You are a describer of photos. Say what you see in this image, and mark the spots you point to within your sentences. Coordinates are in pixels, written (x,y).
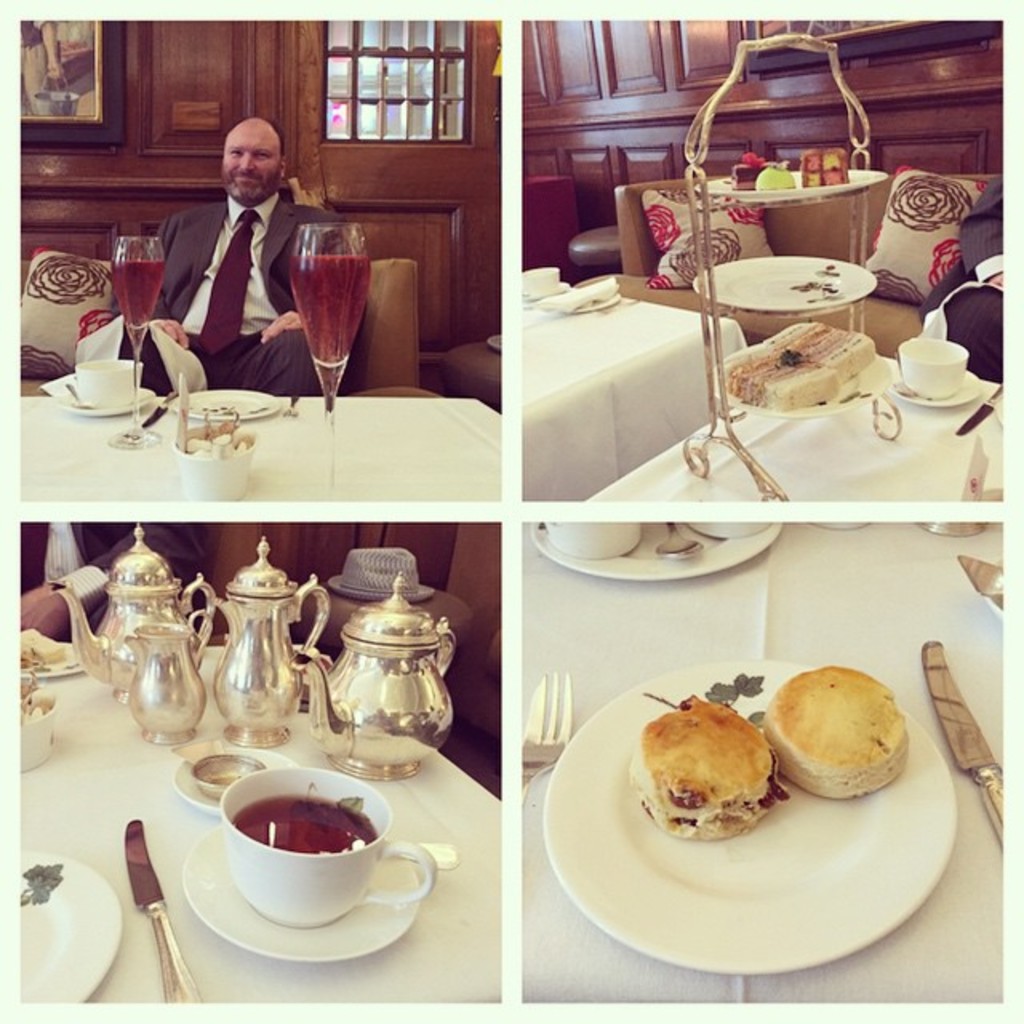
In this image i can see a man (217,287) sitting on couch (373,292) two glasses (317,348) on table (931,708), a plate (685,891) food (765,773) in the plate (681,878), a knife (943,705) at the back ground (645,126) i can see a wooden wall (563,95) and a window (334,70).
